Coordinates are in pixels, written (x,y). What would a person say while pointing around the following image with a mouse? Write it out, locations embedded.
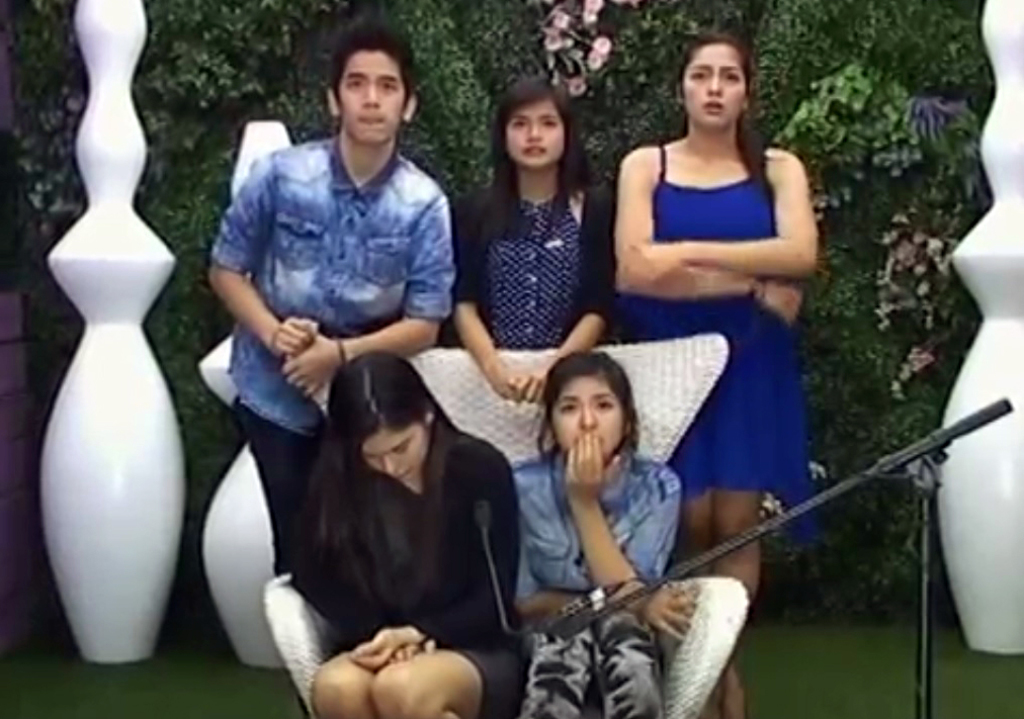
In this picture, we can see two girls (630,448) are sitting and two more girl (522,182) are standing at the right side (733,77) and the left side (328,336) one boy (402,73) is standing.
